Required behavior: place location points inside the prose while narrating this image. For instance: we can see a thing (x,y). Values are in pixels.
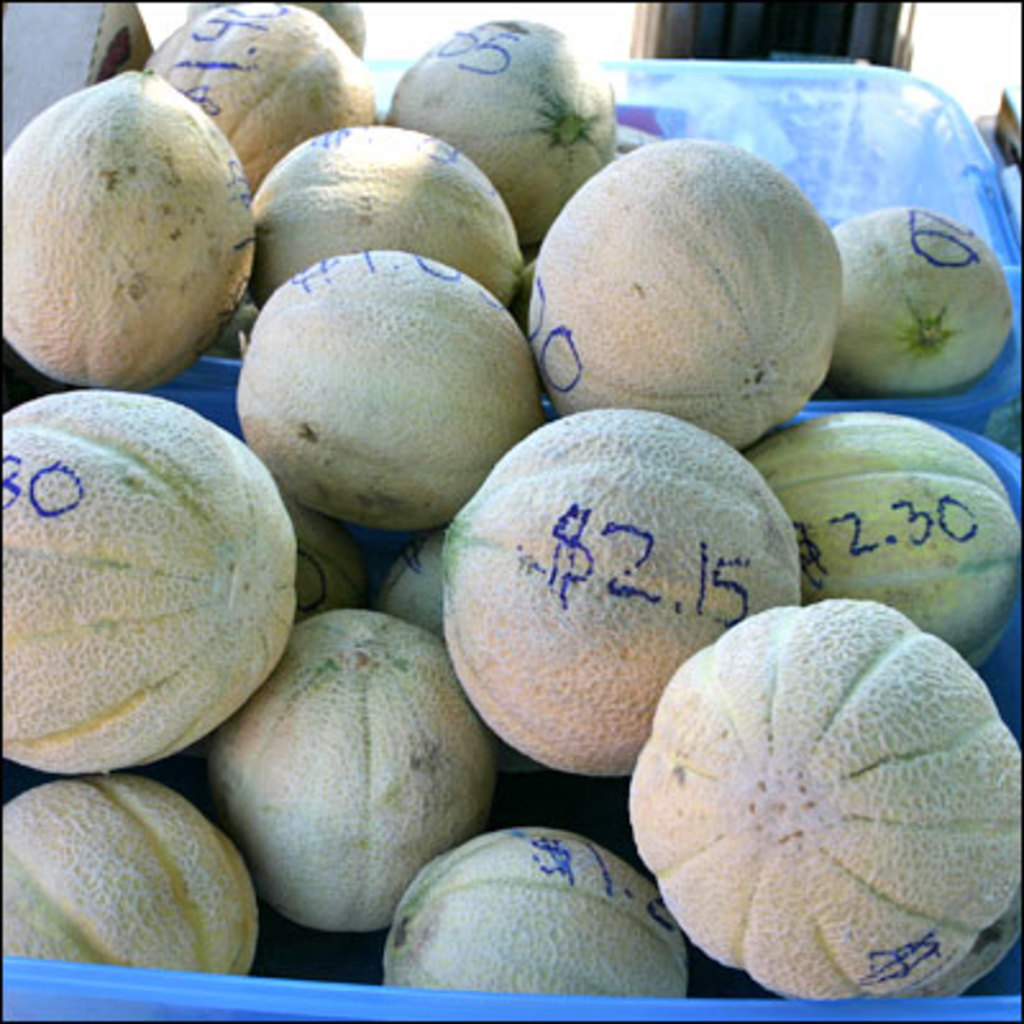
In this image, there are some muskmelons (61,359) in baskets (985,433).
